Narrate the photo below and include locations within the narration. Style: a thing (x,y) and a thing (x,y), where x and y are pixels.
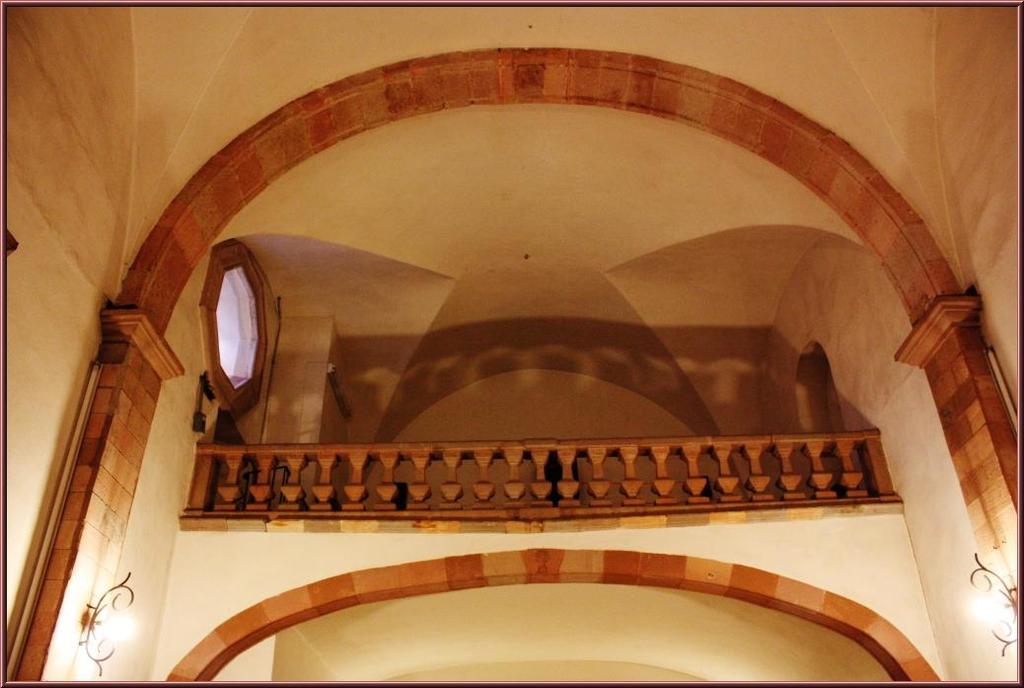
In the image we can see arch (831,601), fence (549,510), lights (1008,625) and the window (222,348).
